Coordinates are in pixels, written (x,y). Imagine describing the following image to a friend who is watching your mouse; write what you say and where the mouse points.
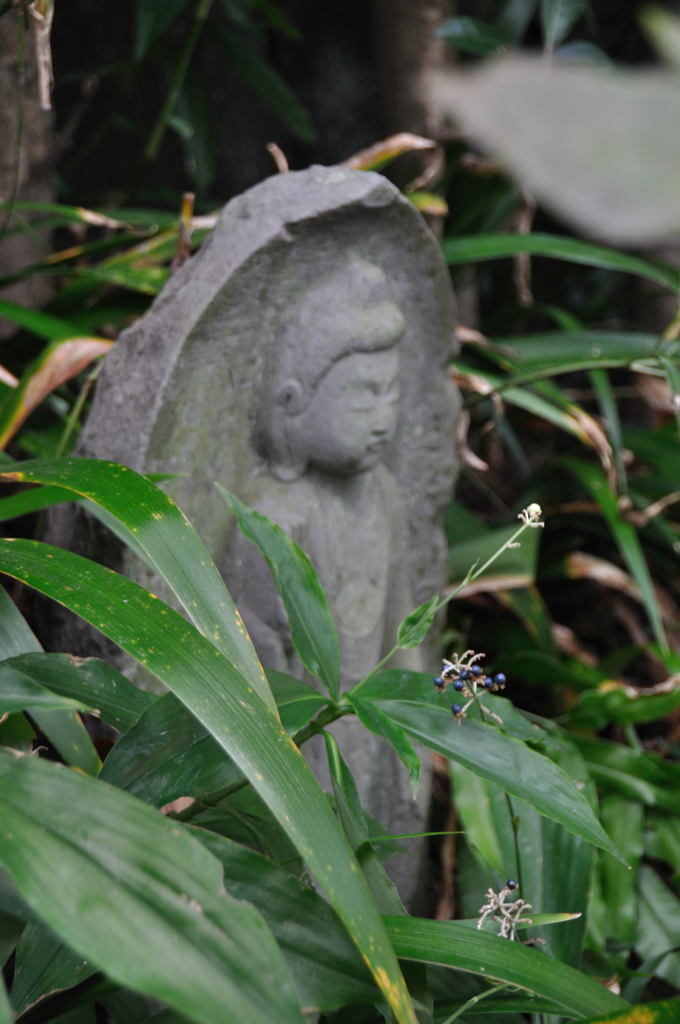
This image consists of an idol (330,459) made up of rock (433,319). At the bottom (285,844), we can see the plants (287,802). In the background (25,76), it looks like a tree (38,244).
